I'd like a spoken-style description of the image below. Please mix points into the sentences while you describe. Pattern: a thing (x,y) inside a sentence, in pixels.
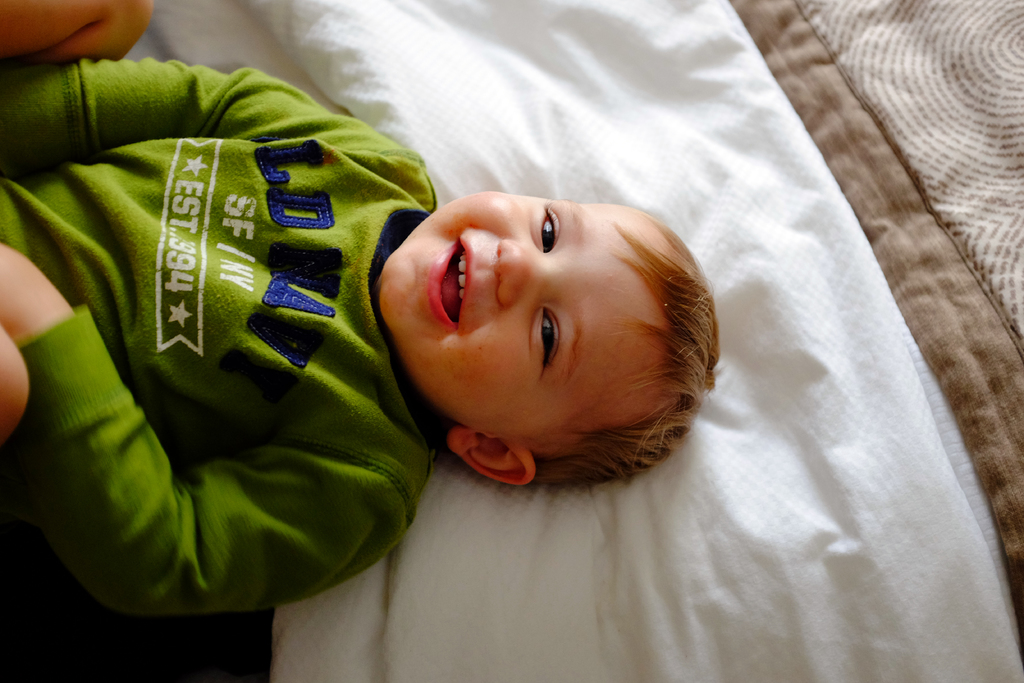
In this image we can see a boy (167,232) lying on the bed (736,441).
